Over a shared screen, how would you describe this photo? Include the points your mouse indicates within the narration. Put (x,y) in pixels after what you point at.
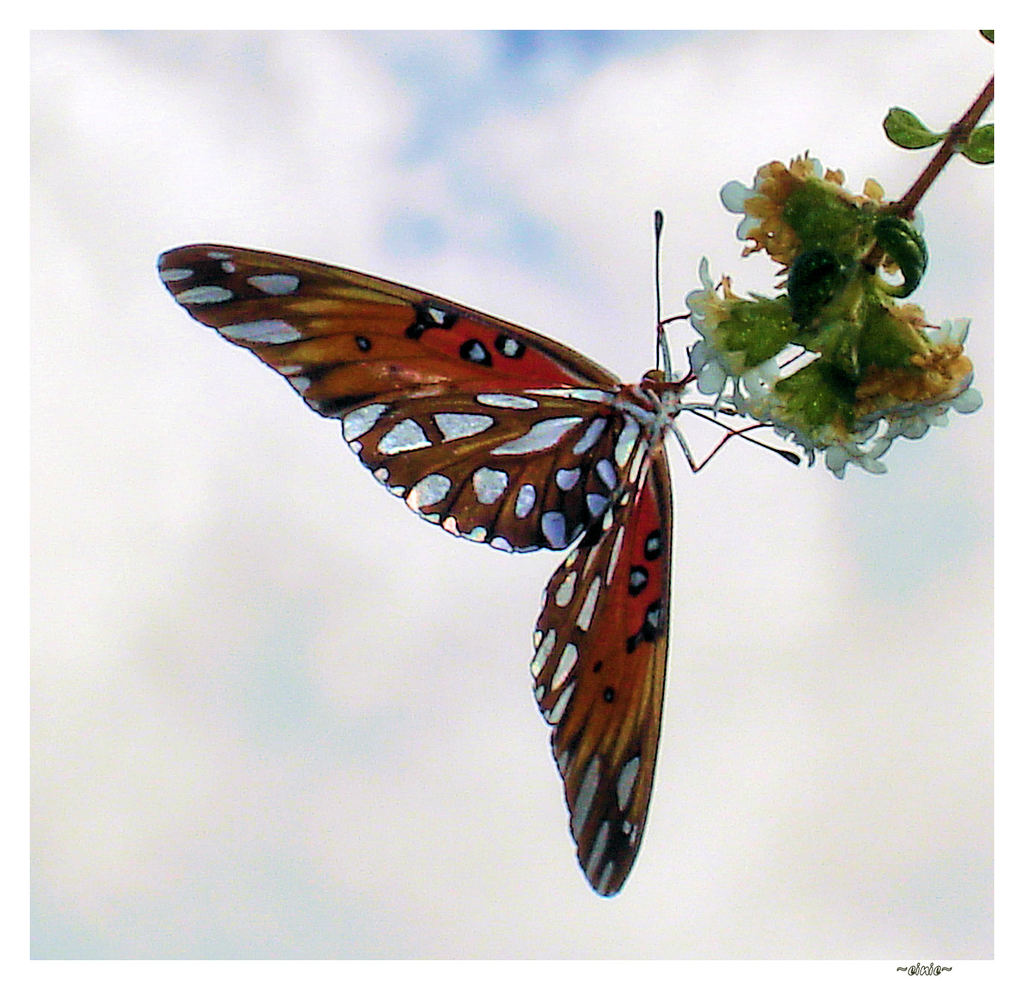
In this image there is a butterfly (524,477) which is eating the white flower (767,373). At the top (535,155) there is the sky (516,143) with the white clouds (193,182).
